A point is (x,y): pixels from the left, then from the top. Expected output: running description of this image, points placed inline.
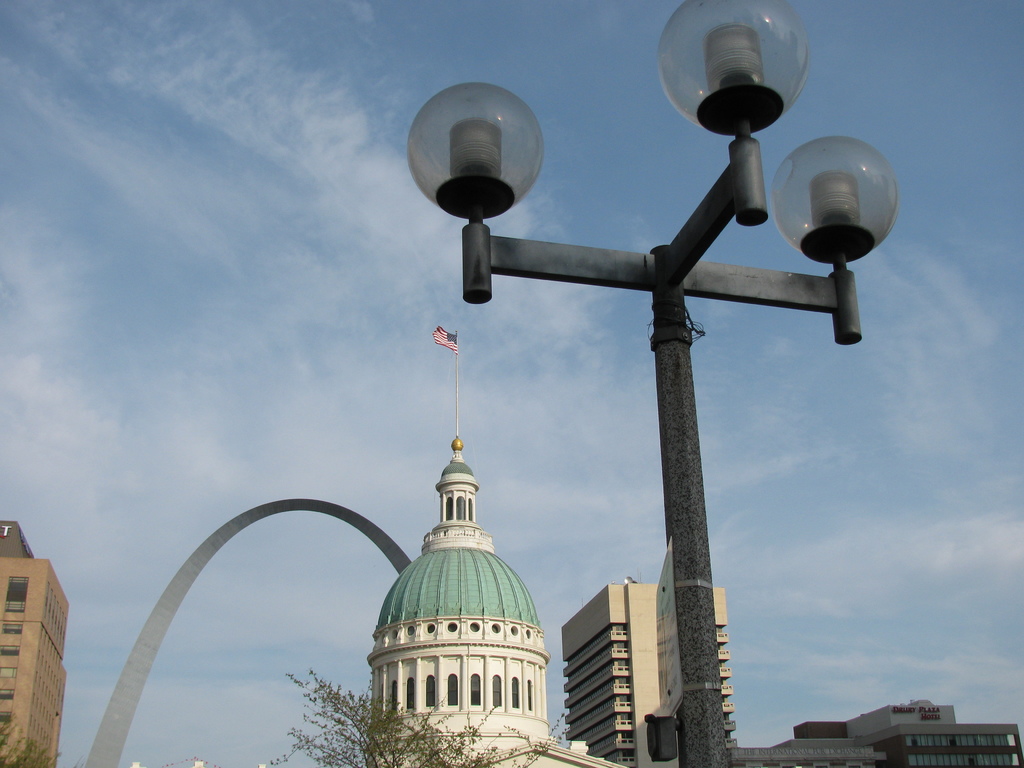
In this image we can see a few buildings (50,572), on the top of the building (498,625) there is a flag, we can see a pole (472,295) with lights (495,162), there are some trees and in the background (445,327) we can see the sky (442,358).
